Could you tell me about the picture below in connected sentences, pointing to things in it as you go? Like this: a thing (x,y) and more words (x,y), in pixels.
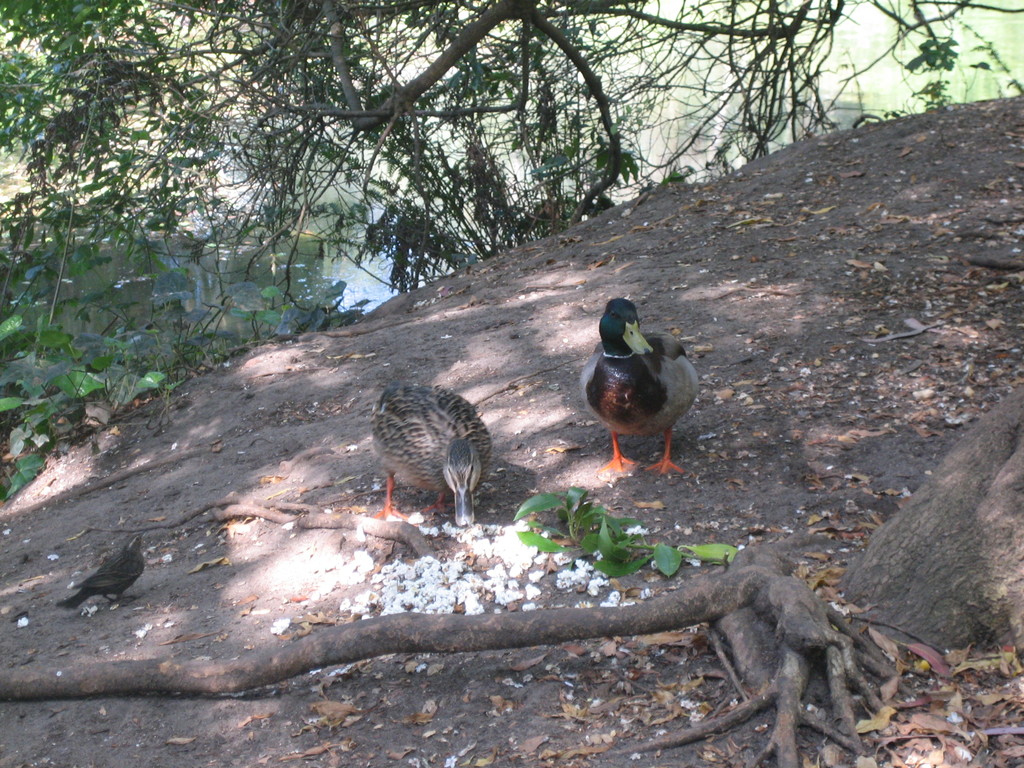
In this image, we can see some birds (627,381). We can see the ground (647,502) with some objects (501,555) like dried leaves (963,717). We can also see some plants (68,383), trees (848,661). We can see some water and the trunk (943,630) of the tree (964,600).
